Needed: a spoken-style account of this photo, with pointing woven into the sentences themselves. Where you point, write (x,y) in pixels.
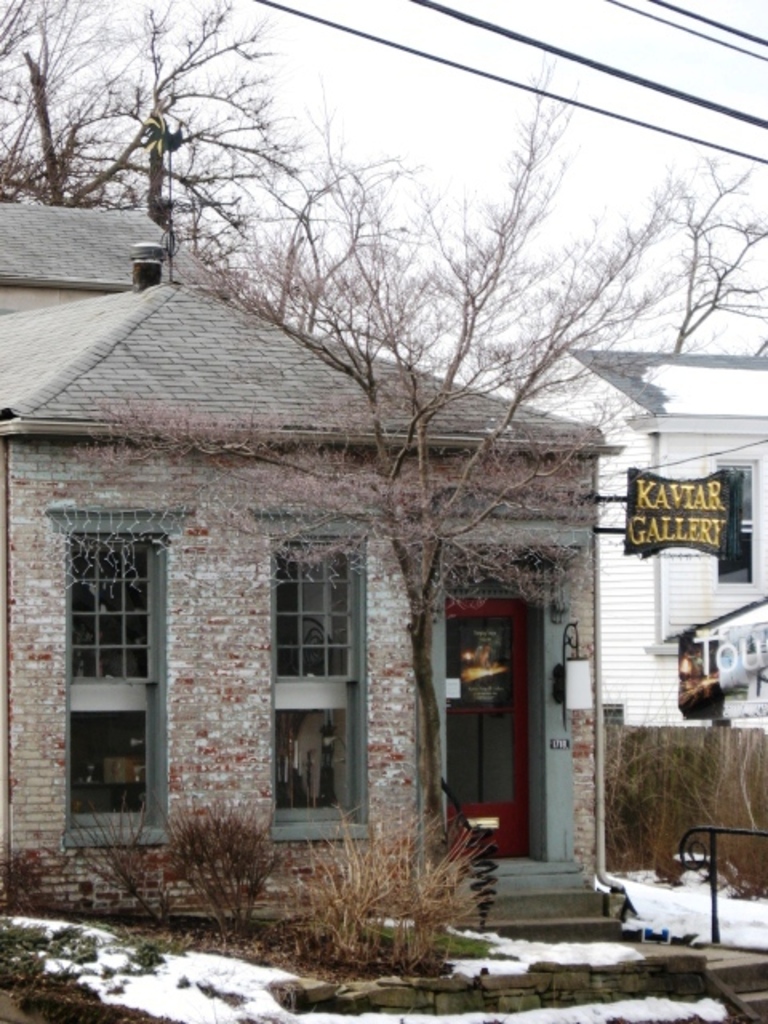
Houses (506,516) with windows (339,684). Here we can see trees (343,310), plants (409,856) and snow (233,977). Lamp (584,660) is attached to the wall (564,628).
